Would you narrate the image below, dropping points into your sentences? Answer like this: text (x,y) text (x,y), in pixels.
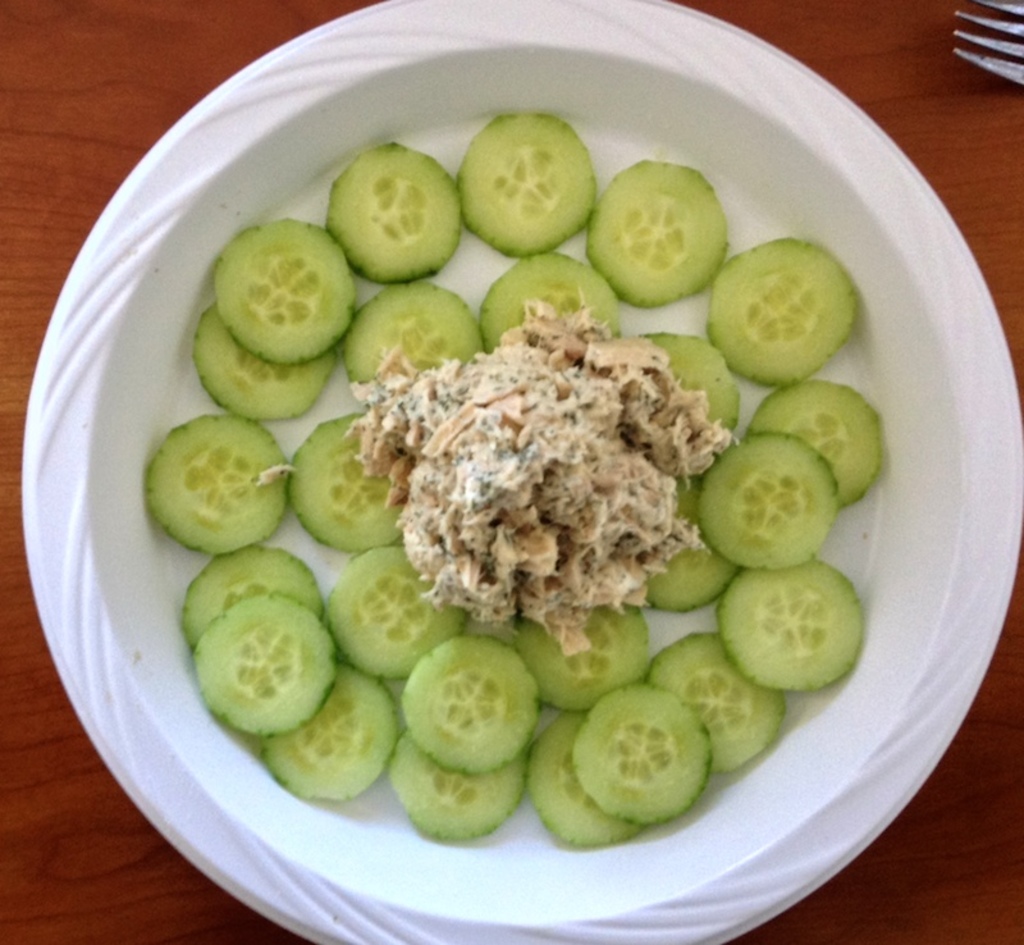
In this picture we can see food (382,430) in a bowl (190,327) and the bowl (109,756) is on the wooden surface (897,888). In the top right corner of the image (965,37), there is a fork (985,38).
